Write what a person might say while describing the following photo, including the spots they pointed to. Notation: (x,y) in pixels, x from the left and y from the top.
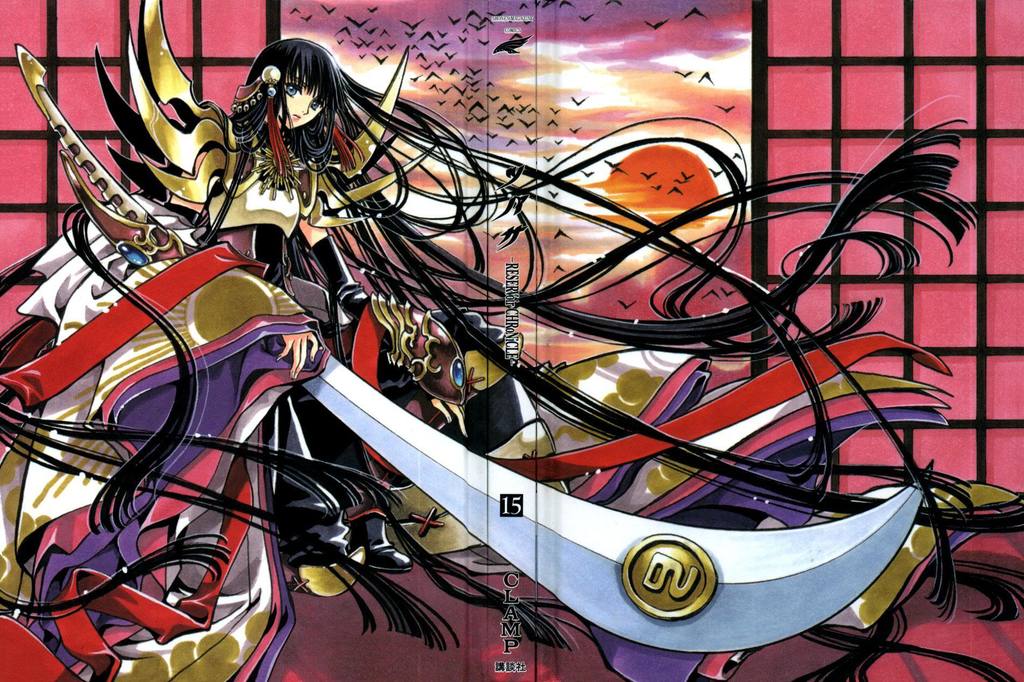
This is an animated image, in this image I can a person (230,375) holding a knife (418,469). Background (855,84) I can see a window (872,229), birds (534,142) in black color, sun (635,165) in orange color.
